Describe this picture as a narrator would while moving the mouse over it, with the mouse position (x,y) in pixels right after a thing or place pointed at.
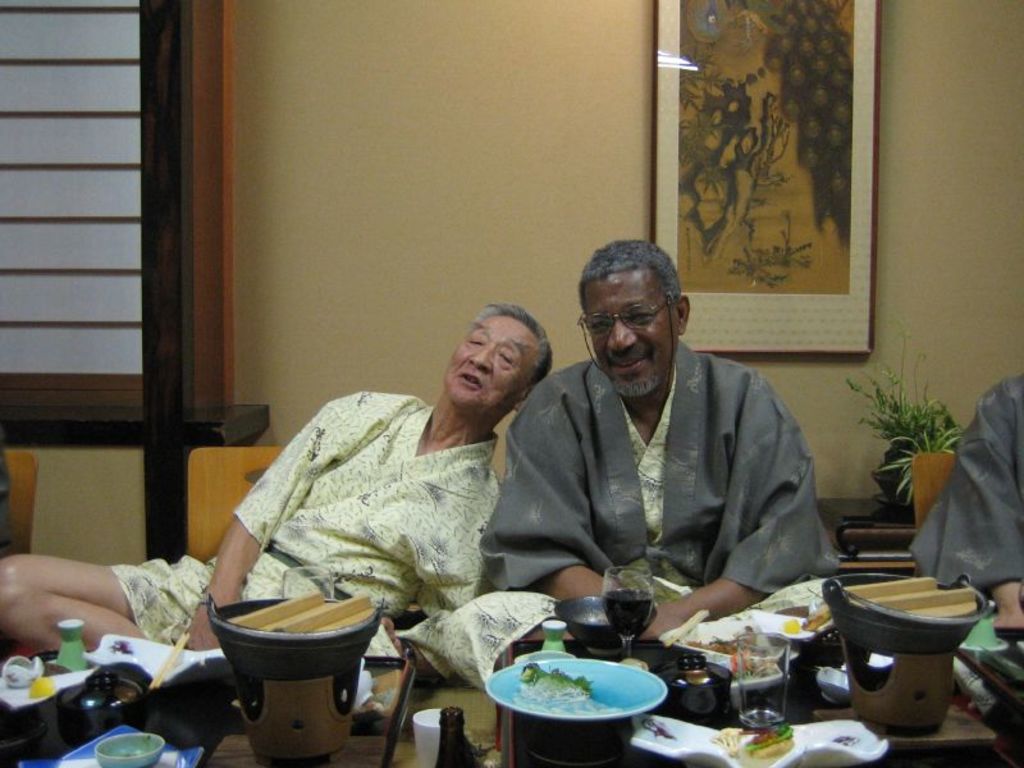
In this image two old persons (550,400) are sitting on the chair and having many things (1,728) on the table (495,739) like plates (588,675), bowls (274,659), bottles (557,648), glasses (781,683) etc. In The background of the image (881,388) we can see a flower pot (894,423) placed over a table (852,524) and a photo frame (783,166) attached to the wall (866,433).
